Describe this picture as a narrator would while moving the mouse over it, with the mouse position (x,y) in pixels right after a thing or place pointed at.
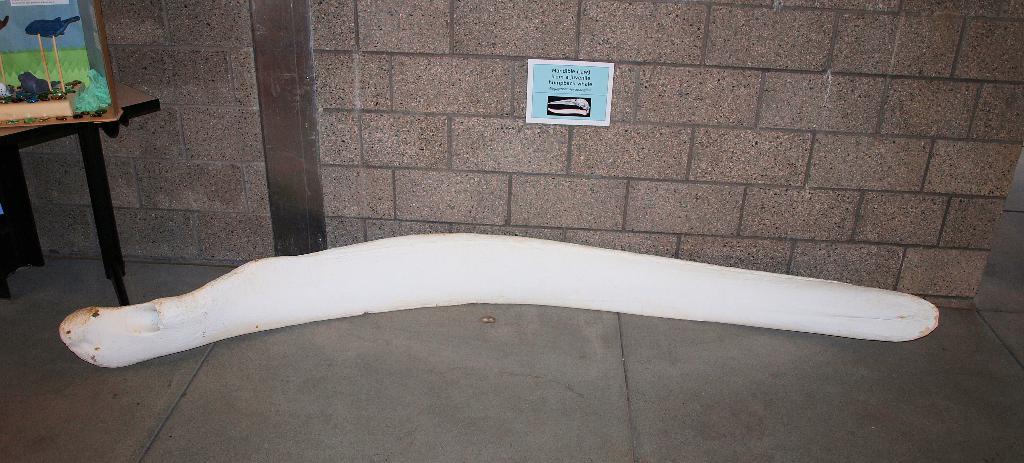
This image consists of a table (110,242) on the left side (13,186). In the middle (678,276) there is something like a bone (856,303) of an animal (517,238). It is in white color.
